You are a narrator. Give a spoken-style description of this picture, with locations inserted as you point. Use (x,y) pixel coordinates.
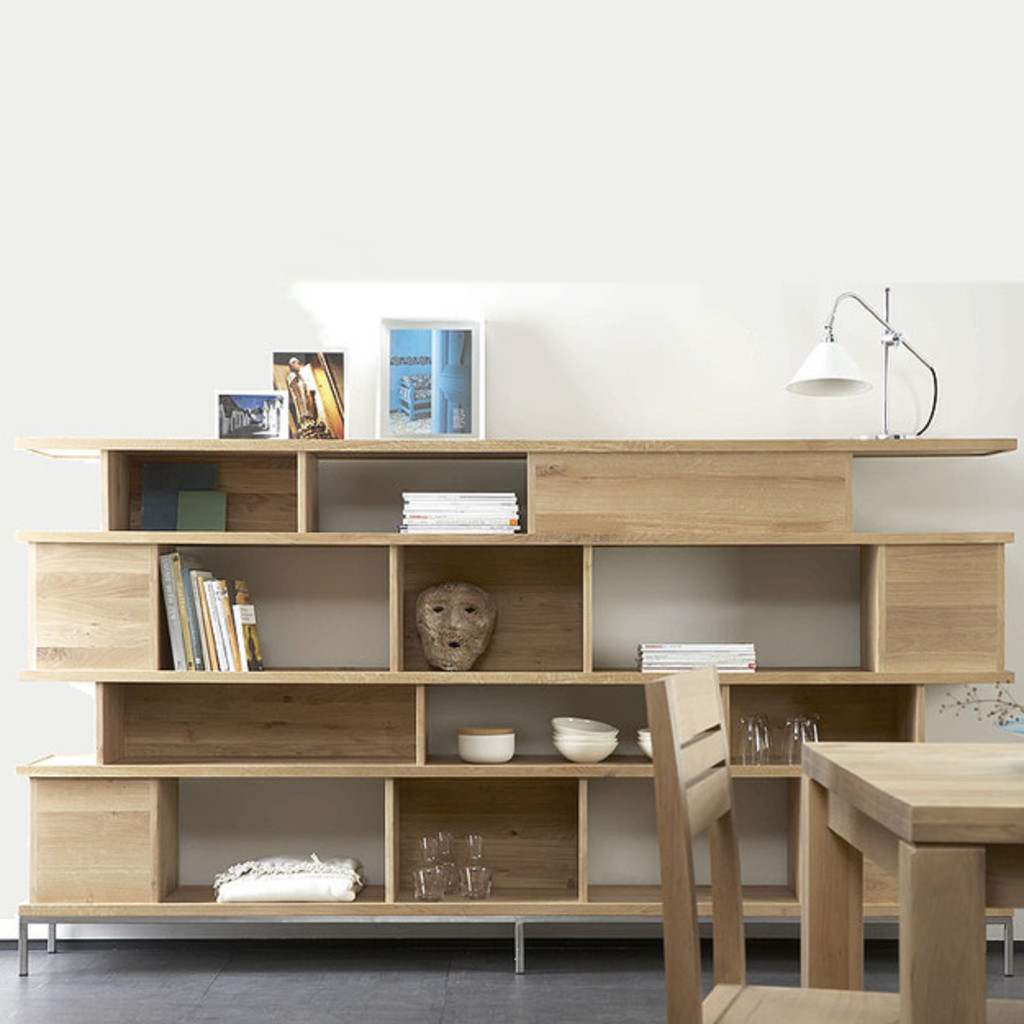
On the right side of the image (997,805) there is a wooden table (909,942). In front of the table (808,829) there is a chair (669,1000). Behind the table (814,759) there is a wooden rack (717,469). Inside the wooden rack (507,550) there are books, glasses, cups (579,757) and a few other objects (435,603). On top of the rack (608,503) there are photo frames (472,416) and a lamp (843,374). In the background of the image (418,931) there is a wall (825,415).
